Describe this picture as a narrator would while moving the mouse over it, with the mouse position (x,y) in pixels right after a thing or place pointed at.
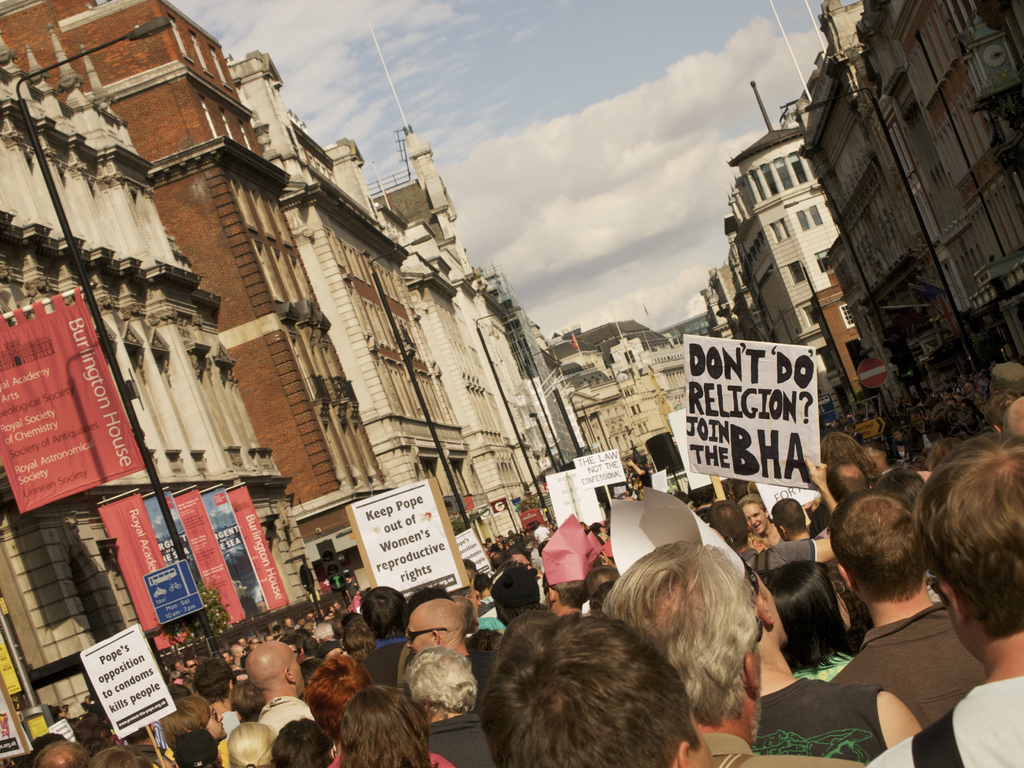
In this image there are group of people (985,443) standing and holding the placards (450,560), and there are poles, lights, buildings (604,331), and in the background (620,171) there is sky (595,243).
